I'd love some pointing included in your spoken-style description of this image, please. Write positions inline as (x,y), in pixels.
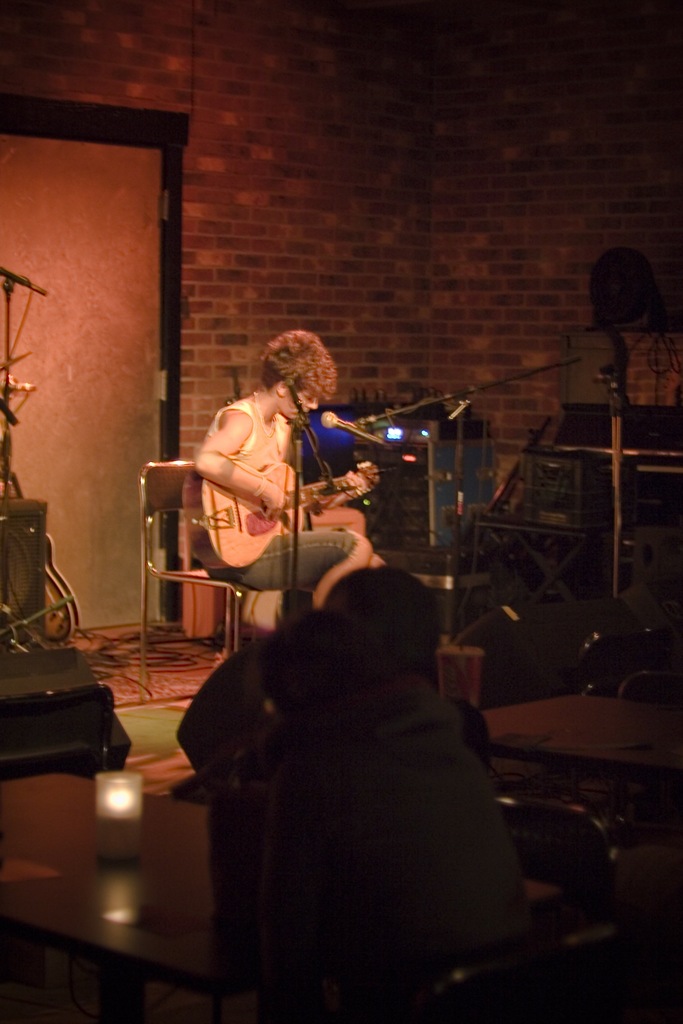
There is a person (259,447) sitting in a chair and playing guitar (323,485) in front of a mic (361,431) and there are two persons (413,767) sitting in chair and there is a table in front of them in the right corner (475,872).
